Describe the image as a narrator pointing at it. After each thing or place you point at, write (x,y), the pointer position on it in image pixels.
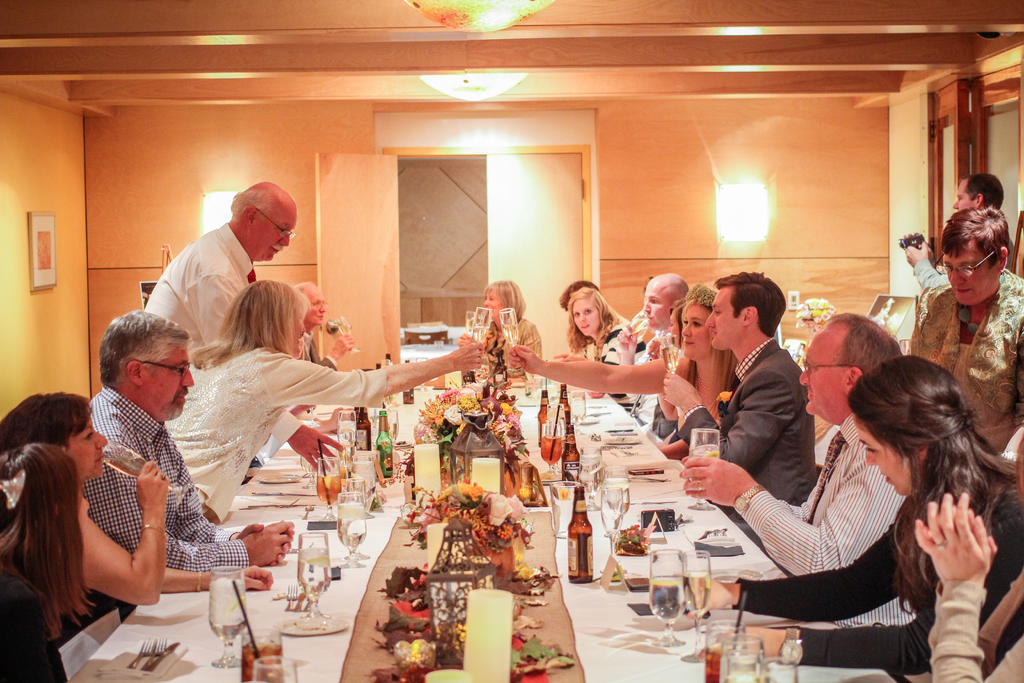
In the center of the image (579,443) there is a dining table (645,454) and there are people (279,435) sitting around the table (602,560). We can see bottles (584,558), glasses (694,609), plates (304,625), and some decors (479,482) placed on the table (603,592). In the background (747,232) there is a light (731,207) which is attached to the wall (699,210) and a door (542,202).
